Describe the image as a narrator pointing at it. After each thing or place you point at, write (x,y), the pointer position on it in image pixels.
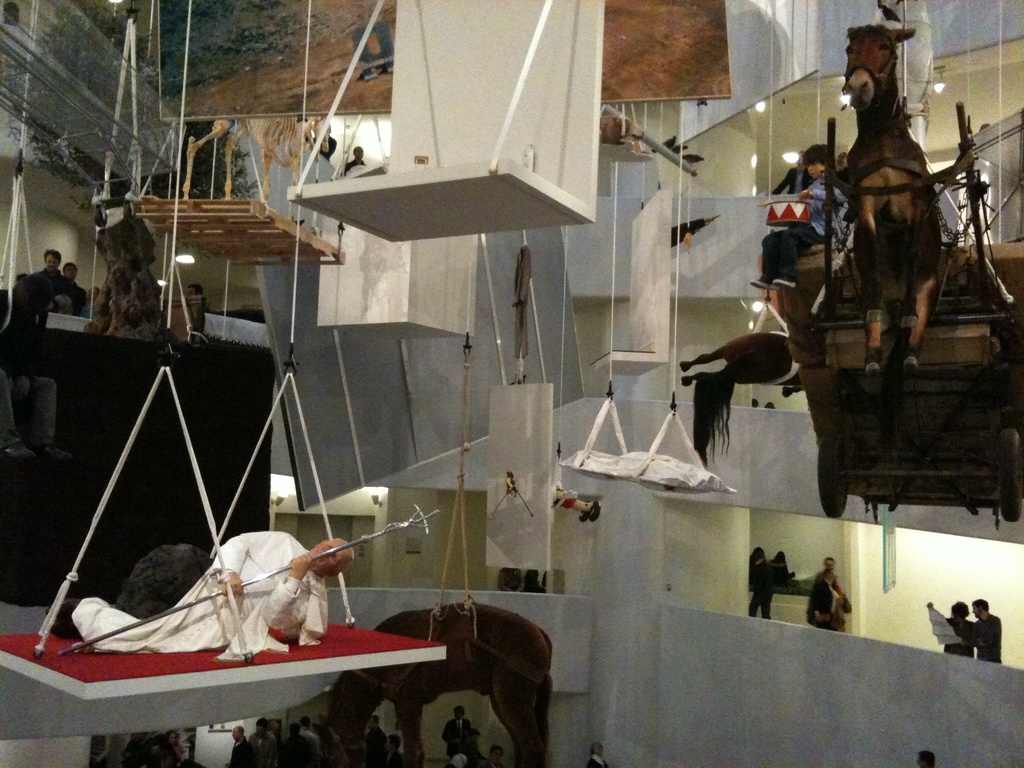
This is the picture of a place where we have some people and a horse (758,333) on the hanging (894,337), which are hanged to the roof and also we can see some other people (532,586) and other things (546,387) around.
